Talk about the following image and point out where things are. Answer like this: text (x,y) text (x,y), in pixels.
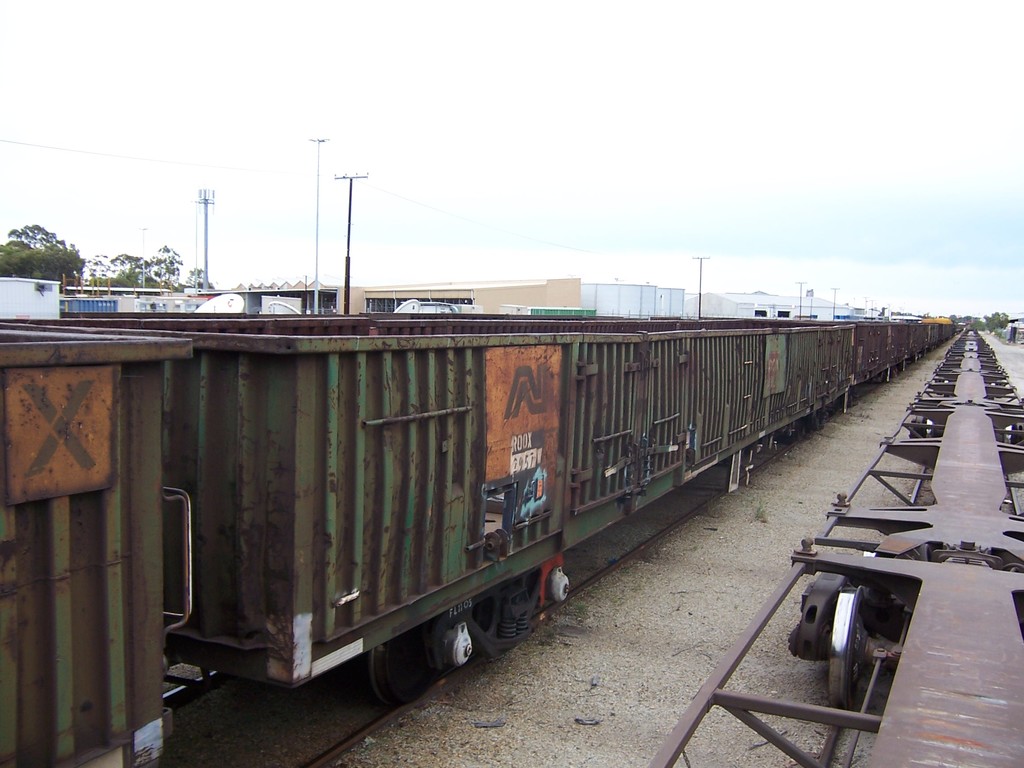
In the image we can see there is a goods train (542,490) standing on the railway tracks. Behind there are buildings (131,291) and trees (35,273).
